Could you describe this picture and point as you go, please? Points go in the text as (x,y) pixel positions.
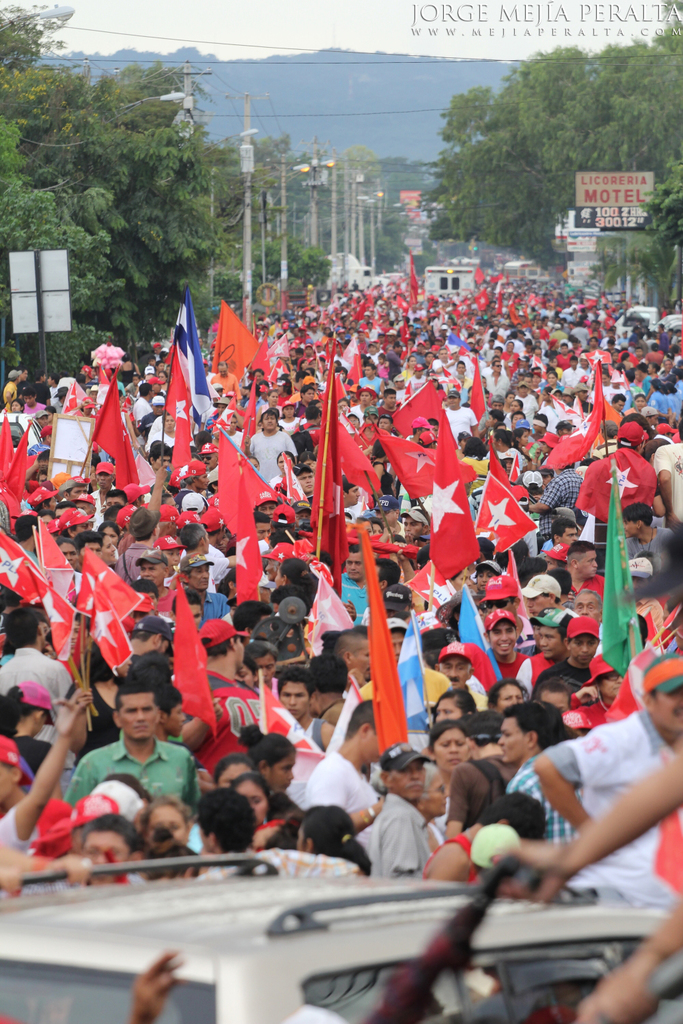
This picture is clicked outside the city. In this picture, we see many people (281,553) standing on the road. Most of them are holding red color flags (431,485) in their hands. At the bottom of the picture (292,978), we see the car (263,978) moving on the road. On either side of the road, we see trees (191,267) and street lights (378,190). On the right side (578,211), we see a board (606,195) with some text (641,201) written on it. In the background (403,212), we see buildings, trees (398,190) and hills (398,97).
